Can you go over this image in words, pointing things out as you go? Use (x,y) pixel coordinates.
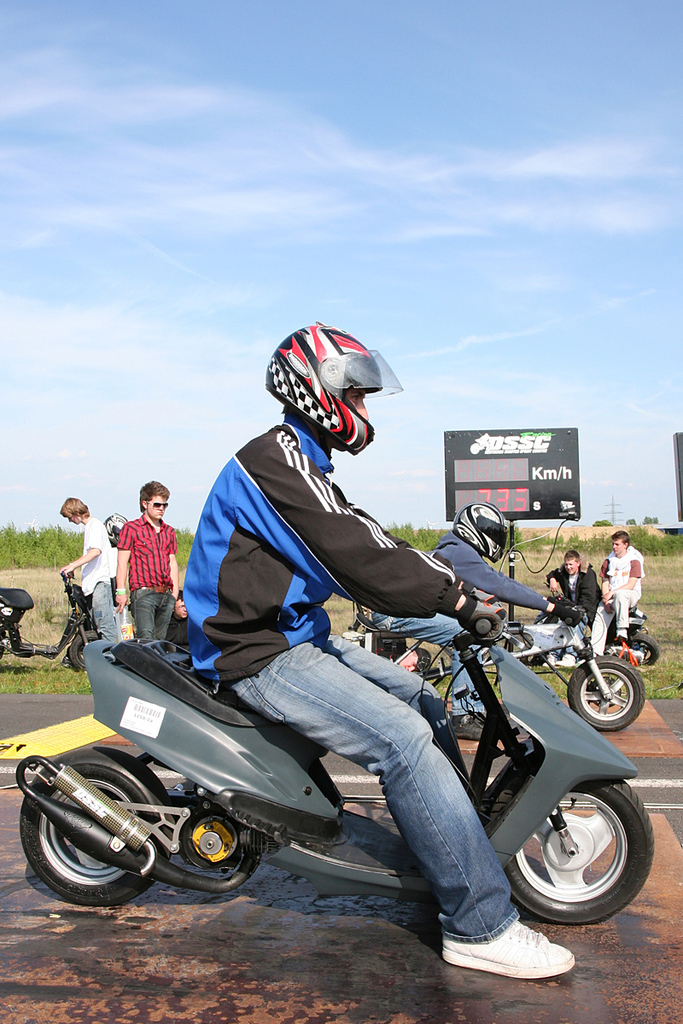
This picture is clicked outside the city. Here, we see two men (479,584) are riding a bike (523,810). Behind them, we see a man (148,560) in red shirt (138,545) wearing goggles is holding water bottle (131,635) in his hands (126,591) and behind him, we see a man (91,552) in white T-shirt (89,563) is standing near the bike (72,617). On the right corner of the picture (628,617), we see two men (628,600) sitting on the bike (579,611) and in front of them, we see a blackboard (461,452) on which speed (493,475) is displayed on it and behind that, we see grass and on background (354,147), we see sky (408,184) which is blue in color.
